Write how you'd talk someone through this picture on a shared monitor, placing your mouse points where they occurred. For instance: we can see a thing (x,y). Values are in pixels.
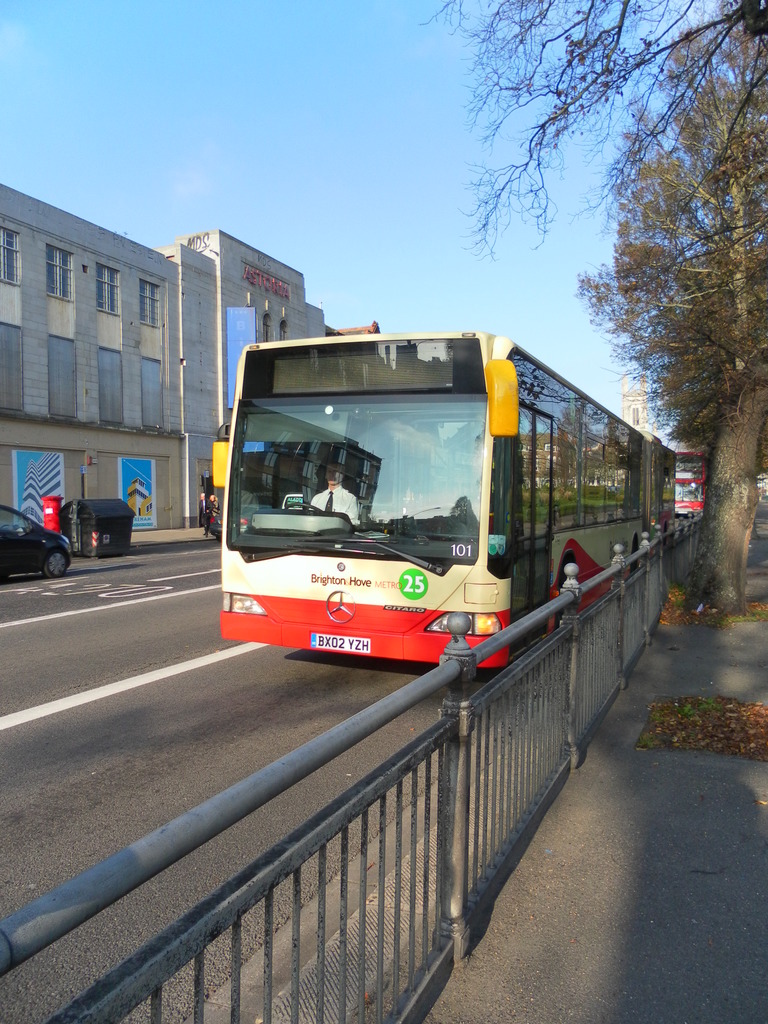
In the foreground of this picture (494,791), there is a railing (443,766) and a bus (425,494) moving on the road (222,735). On the right side (679,292), there is a tree (762,264). In the background (224,301), there is a building (90,360), vehicles (5,565), dustbin (120,518) and the sky (238,177).
